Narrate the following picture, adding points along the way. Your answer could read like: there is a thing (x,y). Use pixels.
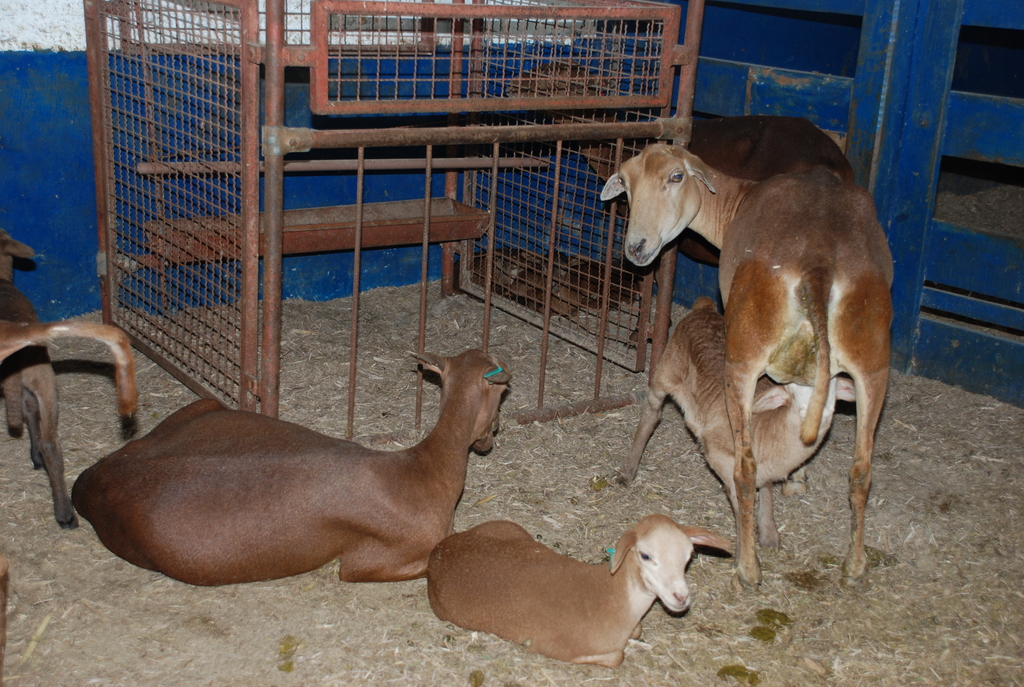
In this image there are few goats (431,507) on the ground (347,401). This is an iron structure (398,140). These are fences (869,94).
